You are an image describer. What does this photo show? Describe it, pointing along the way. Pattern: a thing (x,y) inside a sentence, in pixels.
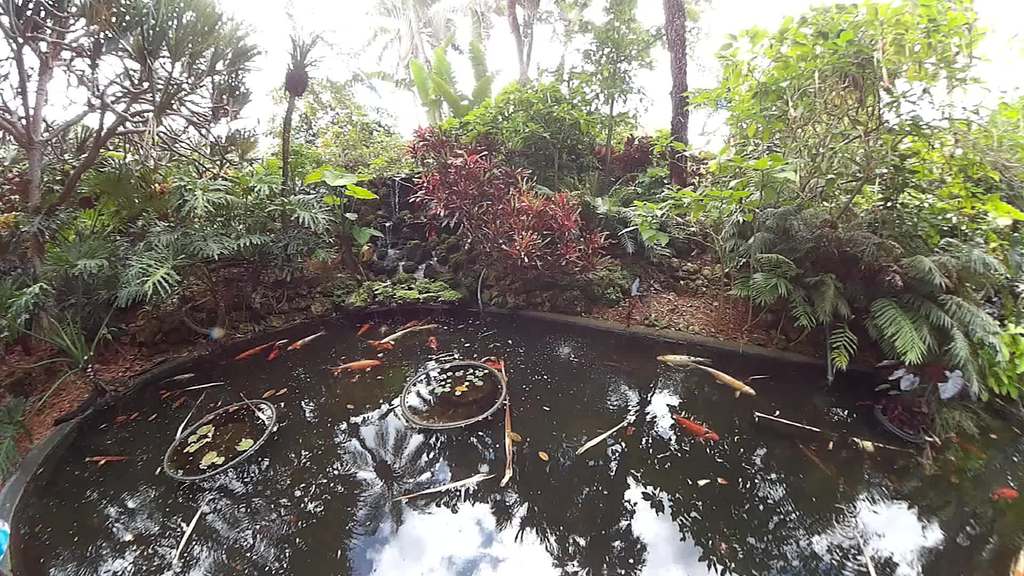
In this image at the bottom (398,441) there is small pond (510,497), and there are some fishes (382,360) in that pond (409,478). In the background (318,214) there are some trees (430,109) and plants (785,249).
